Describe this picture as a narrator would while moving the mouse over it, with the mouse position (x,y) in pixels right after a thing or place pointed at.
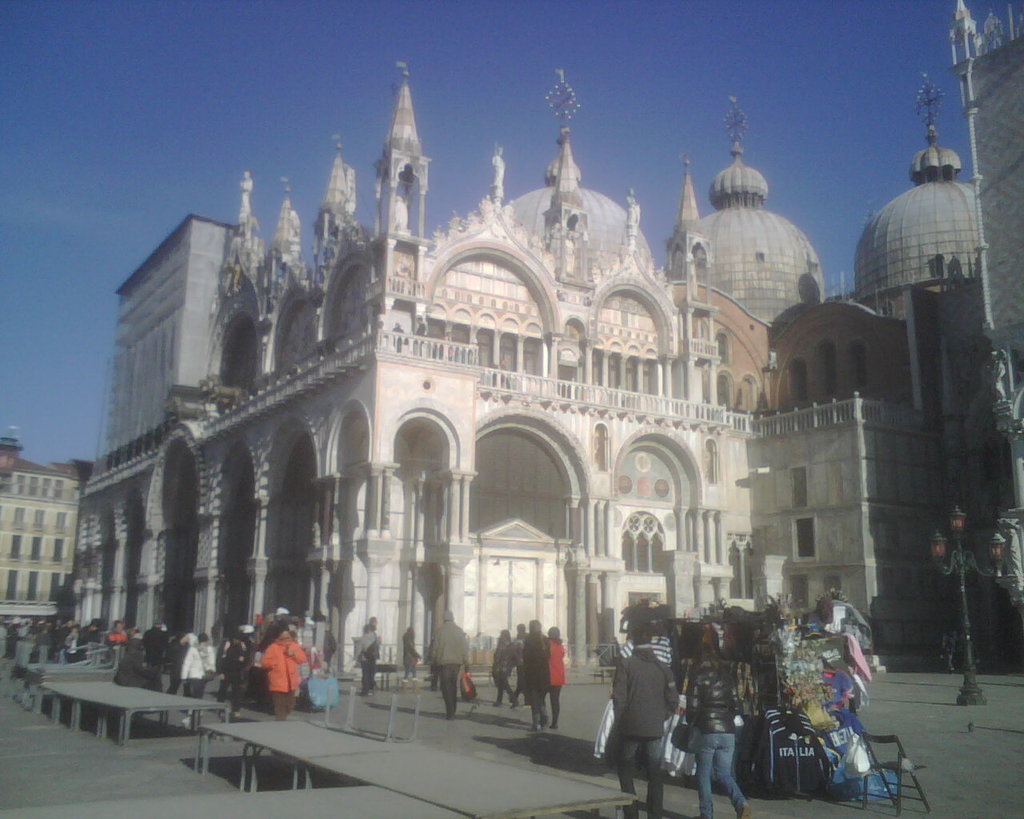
In this picture there are few persons (208,663) standing and there are few clothes (833,665) placed on an object (790,664) in the right corner (742,674) and there are buildings (326,456) in the background (305,440).
